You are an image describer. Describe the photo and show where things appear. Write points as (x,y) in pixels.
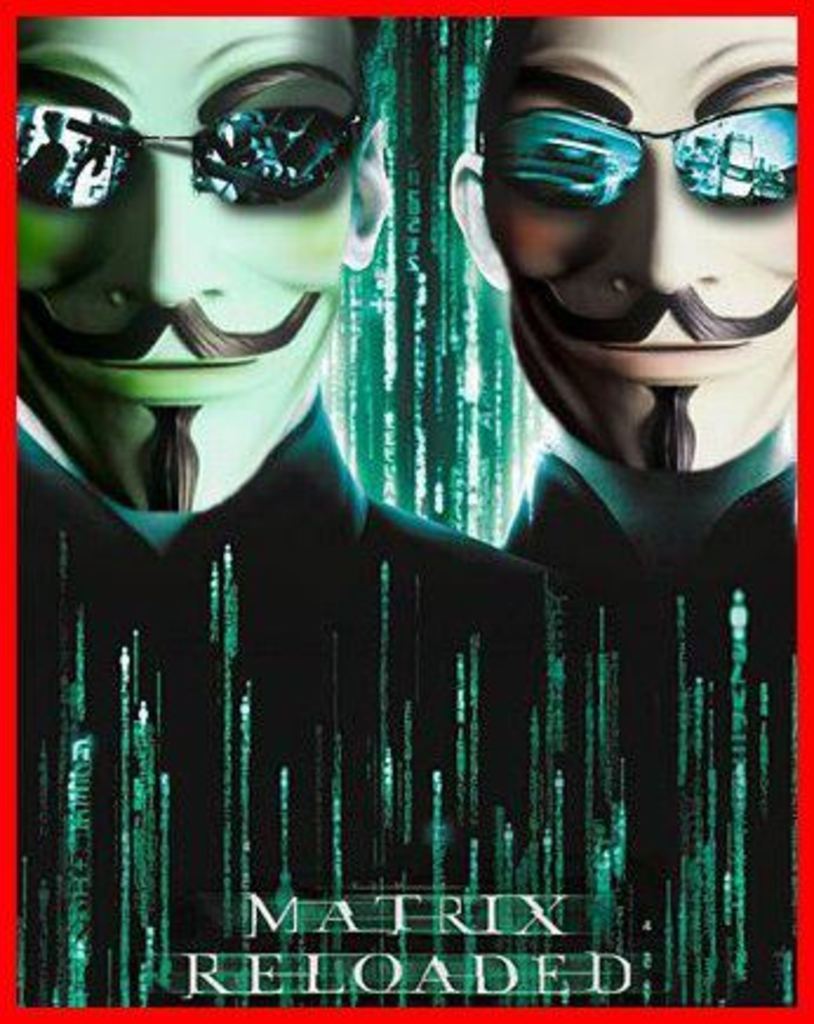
This image consists of a poster (509,619). In which there are pictures (560,580) of two men (435,594). At the bottom (205,997), there is a text (432,896). The poster border (45,14) is in red color.
